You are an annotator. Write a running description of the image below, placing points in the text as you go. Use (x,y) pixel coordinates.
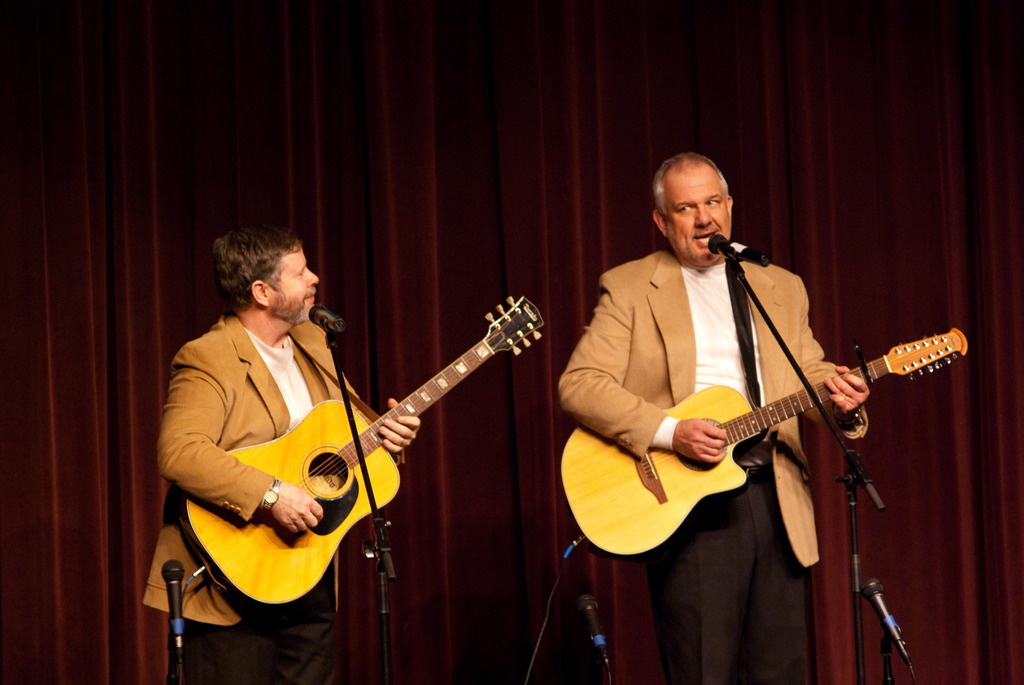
In this image, There are two persons (768,439) standing and holding the music instruments (292,470) which are in yellow color, There are five microphone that are in black color and in the back ground (774,248) there is a red color curtain (691,135).
